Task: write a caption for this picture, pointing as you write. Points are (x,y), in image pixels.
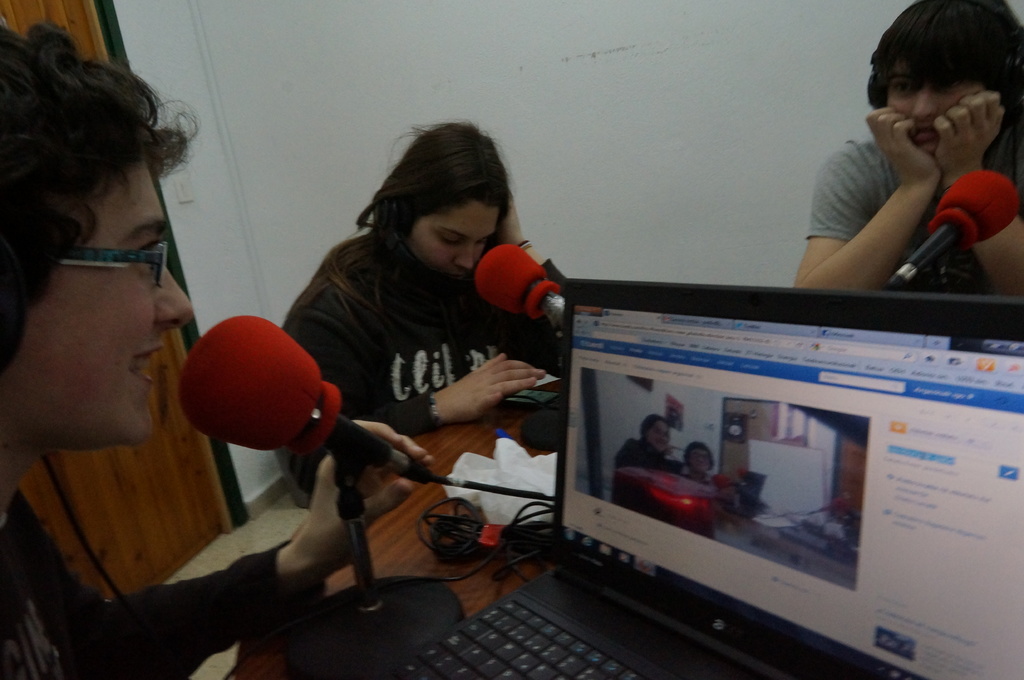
This image consists of three people (106,644) sitting in a room (248,300). To the left (107,433), the person (64,284) is talking in a mic (287,360). In the front (718,579), there is a laptop (691,558) kept on the table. In the background (635,112), there is a wall (155,76) along with a door (79,16).
